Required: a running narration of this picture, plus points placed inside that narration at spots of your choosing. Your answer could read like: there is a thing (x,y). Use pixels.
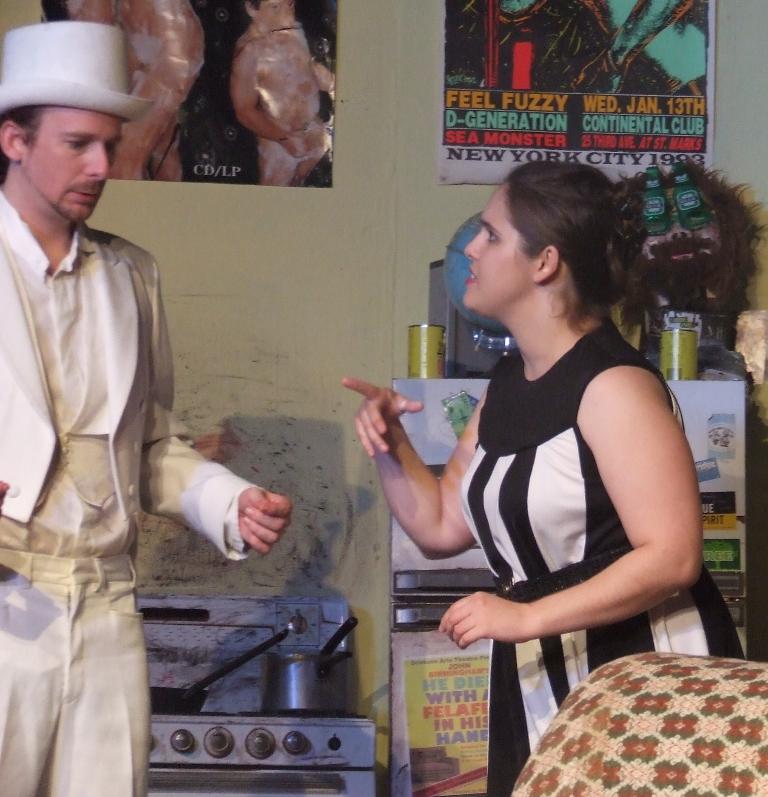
This image consists of two persons (605,509). On the right (649,586), the woman (631,646) is wearing a black and white dress (549,661). On the left (50,558), the man (40,512) is wearing a white dress (57,399) and a hat (24,71). In the background (514,89), there are two posters (613,64) pasted on the wall (311,356). In the middle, we can see a stove (355,753) along with the vessels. On the bottom right (658,753), there is a couch (645,702). Behind the woman (582,459) there is a fridge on which, a mask (681,294) is kept.
